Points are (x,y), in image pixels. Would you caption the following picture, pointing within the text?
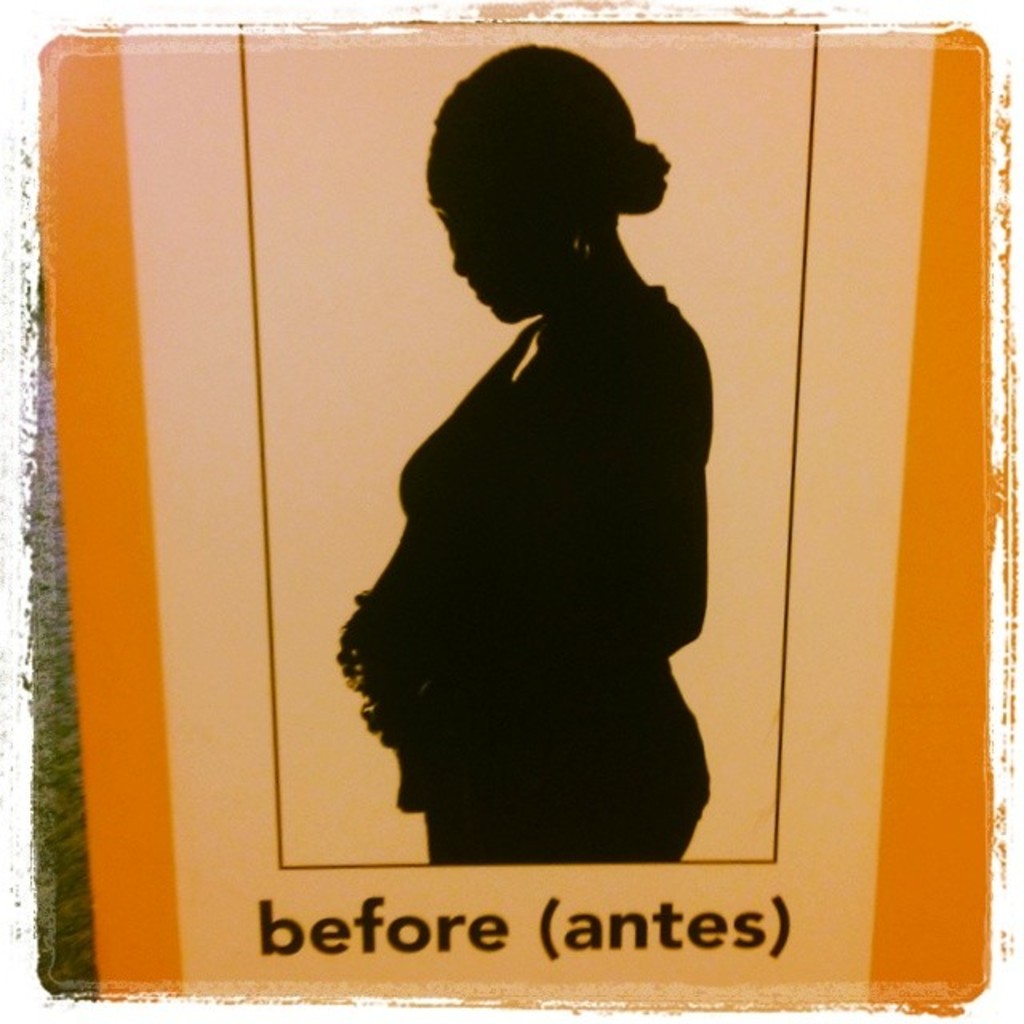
In this image we can see a board (568,891). There is a painting (760,849) of a person (589,730) on the board (567,933).
